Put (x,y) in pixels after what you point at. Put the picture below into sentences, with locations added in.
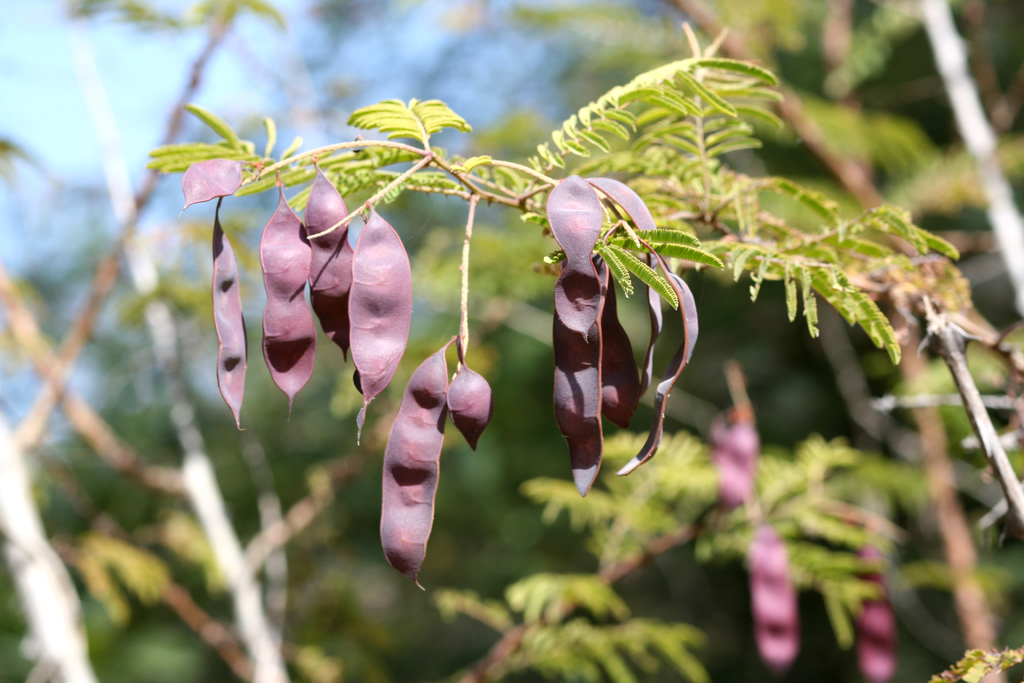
In this image there are seed pods (384,292), leaves (458,117) on the branch (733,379) of a tree (703,155).
